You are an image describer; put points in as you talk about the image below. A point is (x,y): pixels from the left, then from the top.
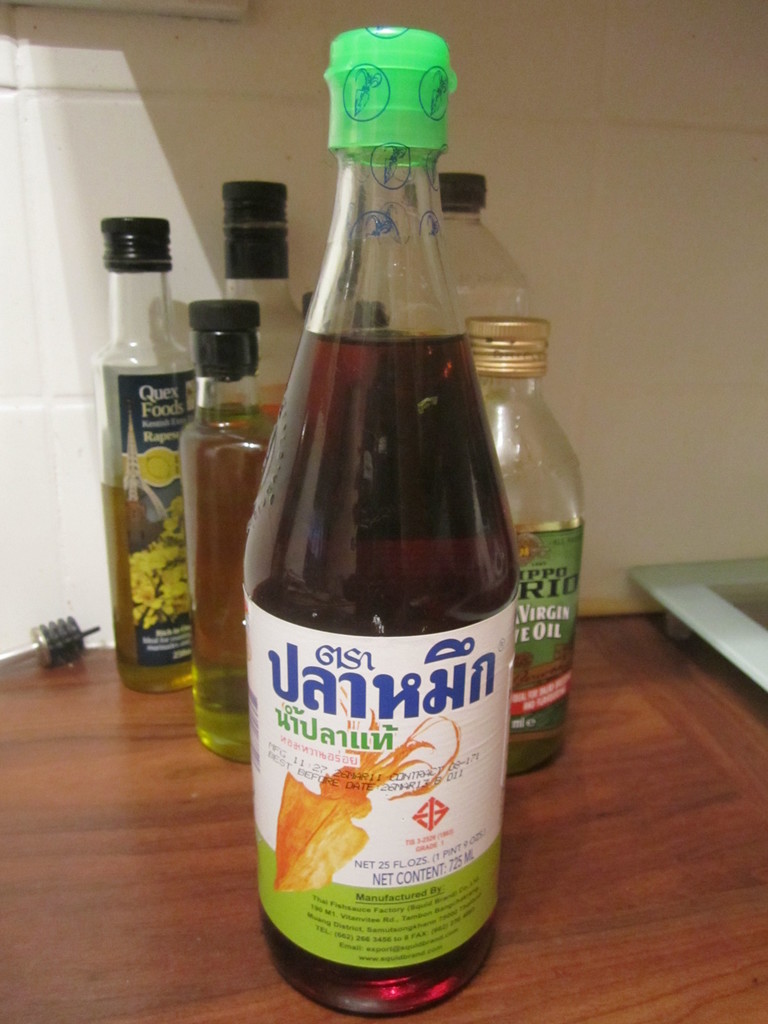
In this picture there are many bottles (428,780). In the foreground (370,381) there is bottle (361,472) having green cap (407,122) is there. All these bottles (369,788) are on table (141,851). in the background (626,336) there is a white wall (602,173).
